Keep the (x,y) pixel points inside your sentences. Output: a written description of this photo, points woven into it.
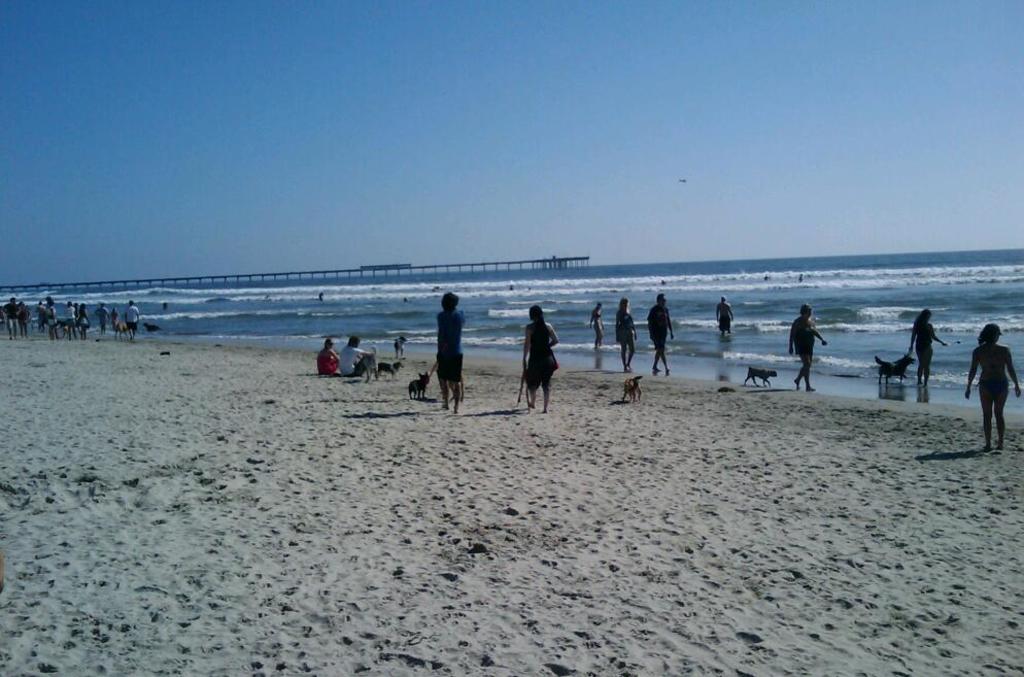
This image is taken on a beach (421,353) where there are persons (129,312) standing, walking and sitting and there are animals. In the background (547,302) there is an ocean (732,280) and there is a bridge (454,265). In the front (413,584) there is sand (372,567) on the ground (548,587).
